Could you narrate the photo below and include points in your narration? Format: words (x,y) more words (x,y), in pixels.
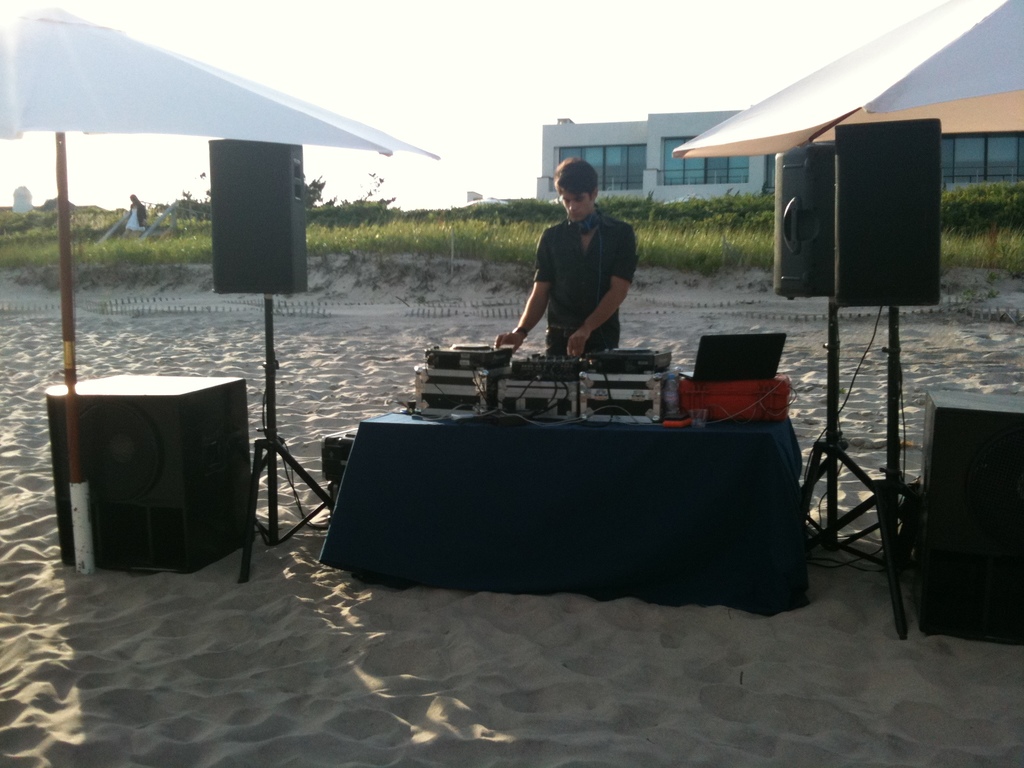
In this image there is a person (612,278) standing on the surface of the sand (895,650), in front of him there is a table (537,451) with some objects (583,381) on it. On the both sides of the person (595,213) there are speakers (198,392) and canopies (117,76). In the background (706,227) there is a lady (129,227) walking on the surface of the grass (164,242), buildings (624,162) and the sky (489,88).
